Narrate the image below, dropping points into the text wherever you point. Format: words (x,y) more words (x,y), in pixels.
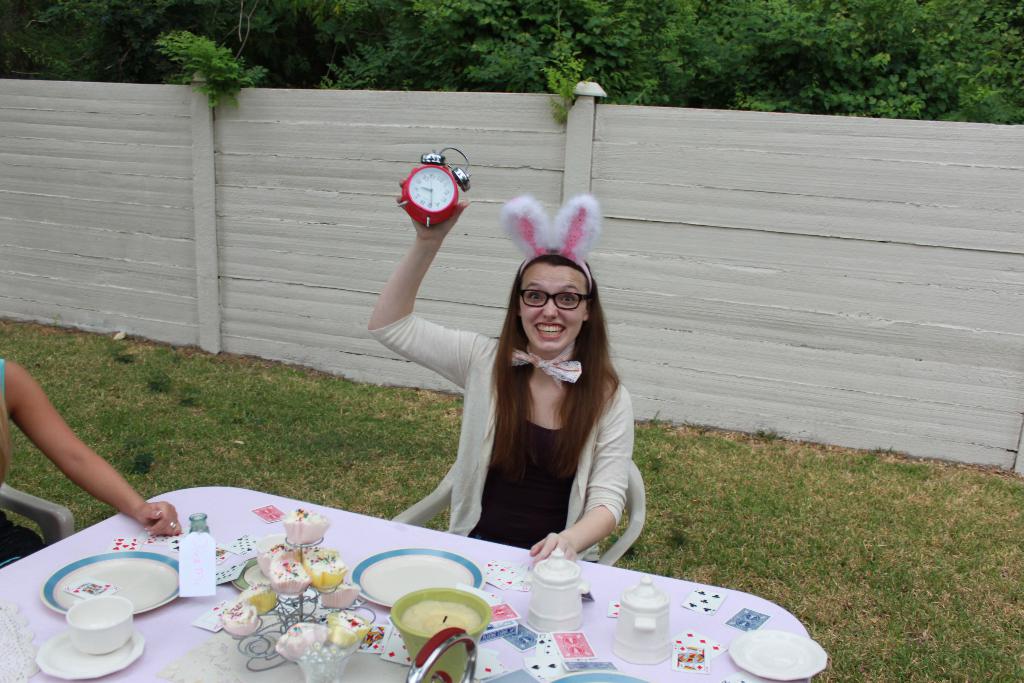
In this picture there is a woman (406,314) sitting on the chair (633,536) and is holding a clock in her right hand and she is smiling and in the backdrop (696,76) there is wooden wall (190,147) and trees (580,33).
